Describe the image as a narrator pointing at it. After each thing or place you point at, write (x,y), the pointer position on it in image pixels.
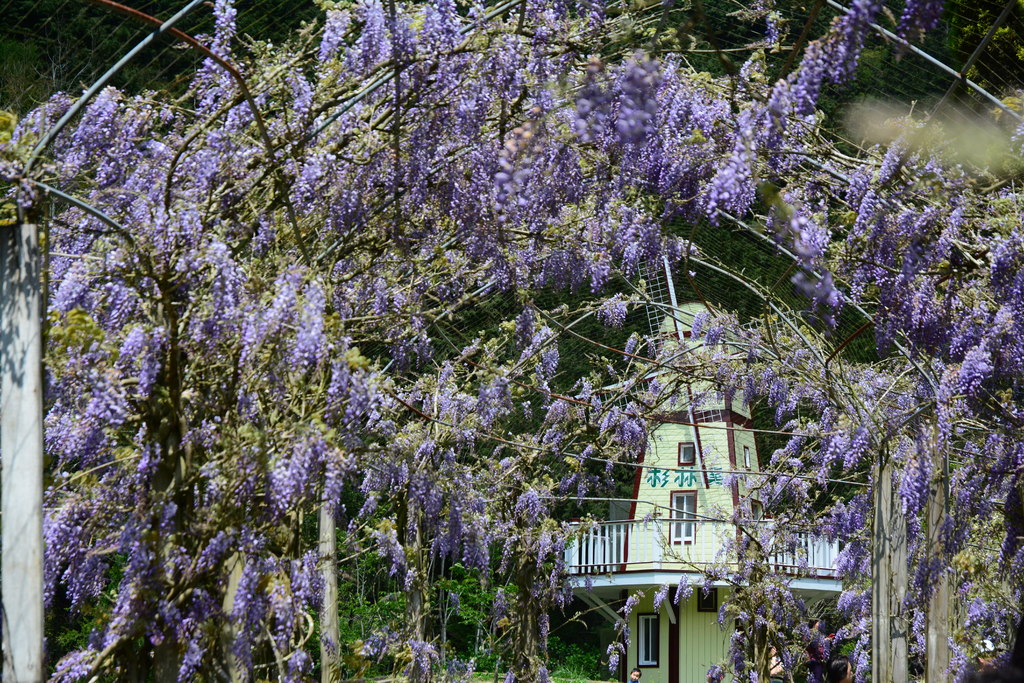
In the image we can see there are flowers (540,158) on the plants (305,321) and behind there is a windmill building (687,397).
